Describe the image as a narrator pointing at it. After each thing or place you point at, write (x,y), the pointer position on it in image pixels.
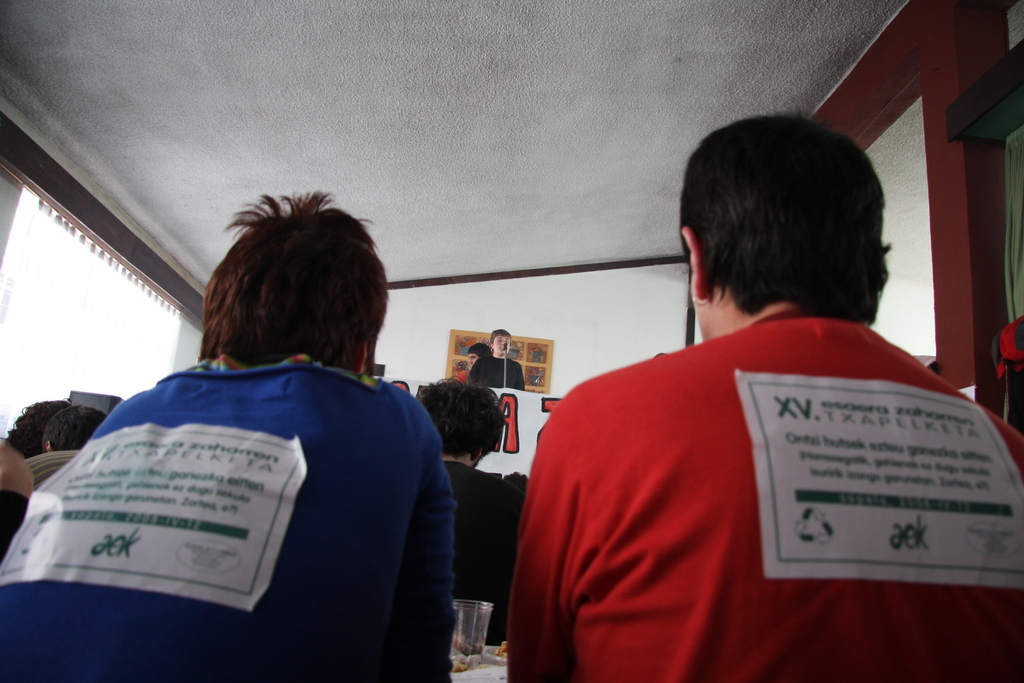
In the foreground of the image (406,430) there are people (505,524). In the background of the image (485,378) there is a person (488,366) wearing black color T-shirt (502,382) standing near a podium (528,408). At the top of the image (359,76) there is a ceiling (339,155). To the left side of the image (19,252) there is glass wall (99,328).
